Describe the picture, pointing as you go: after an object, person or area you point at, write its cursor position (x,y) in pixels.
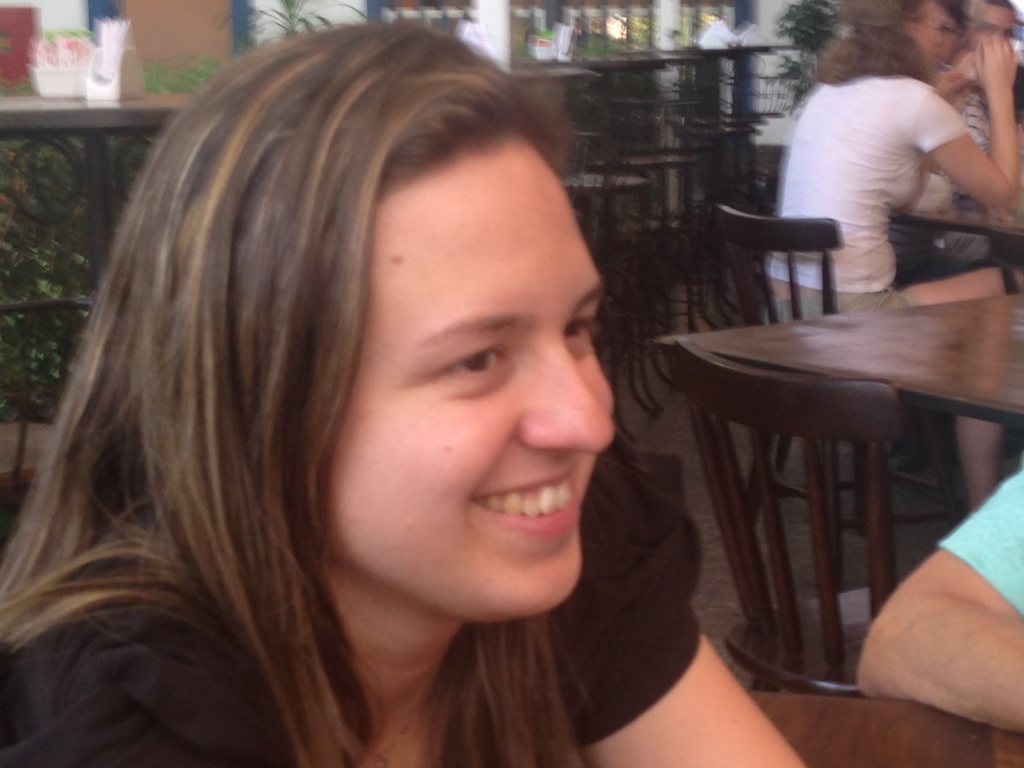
This woman (309,565) wore black dress (216,678) and smiling. We can able to see chairs (779,500) and tables (933,375). On this chairs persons (929,110) are sitting. Far there are plants (35,288).
